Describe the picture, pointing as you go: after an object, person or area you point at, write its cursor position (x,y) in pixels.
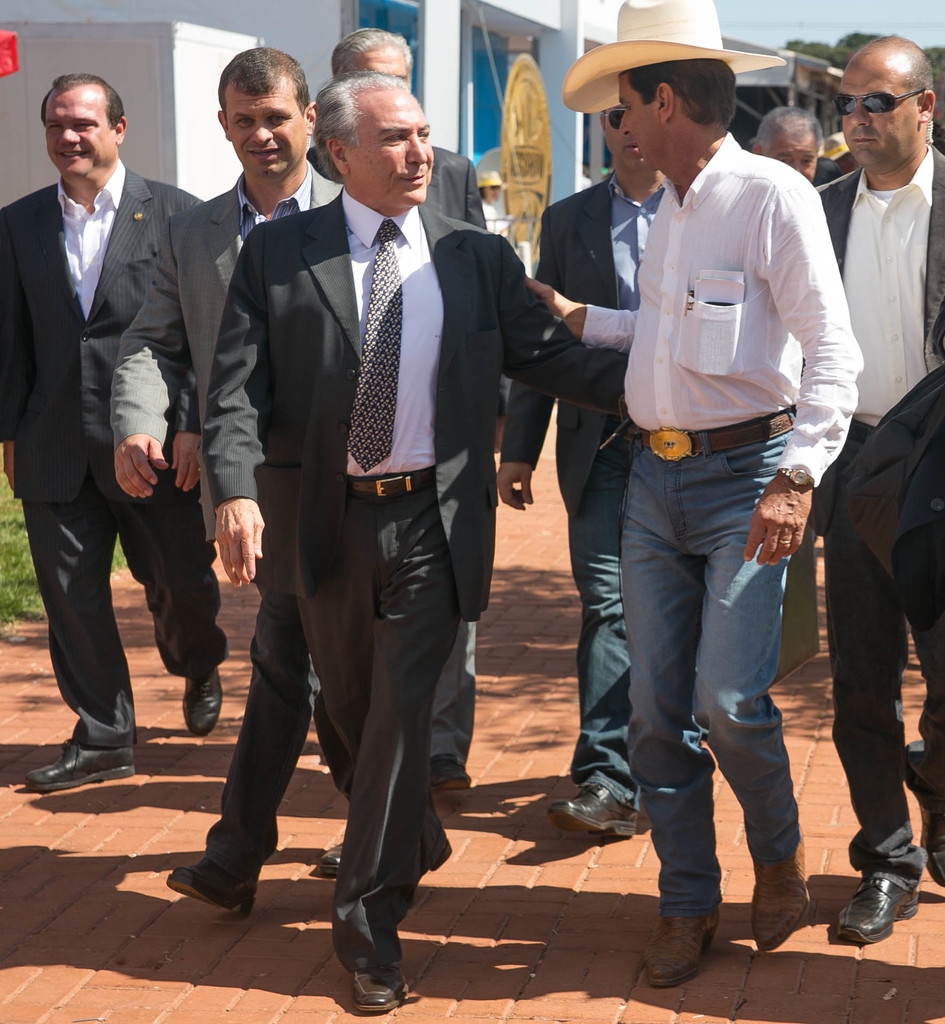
In this image, we can see people (435,265) walking and some are wearing coats (442,170) and one of them is wearing a hat (615,53). In the background (340,29), there are sheds (269,36) and we can see trees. At the bottom (120,928), there are plants (25,597) and there is a road (449,985).
